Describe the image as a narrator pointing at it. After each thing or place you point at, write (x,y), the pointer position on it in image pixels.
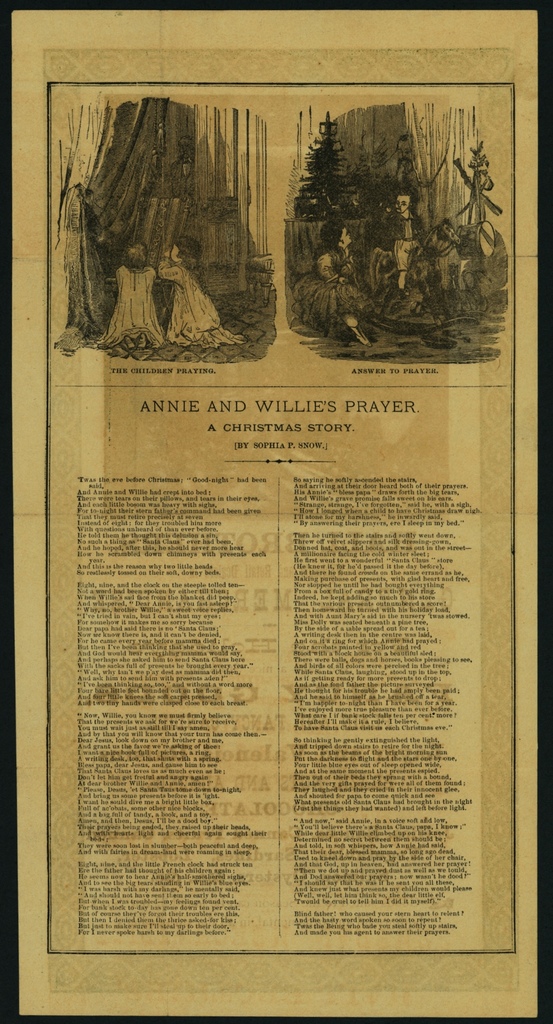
In this picture I can see images (251,187) and words (164,632) on the paper (164,632).
